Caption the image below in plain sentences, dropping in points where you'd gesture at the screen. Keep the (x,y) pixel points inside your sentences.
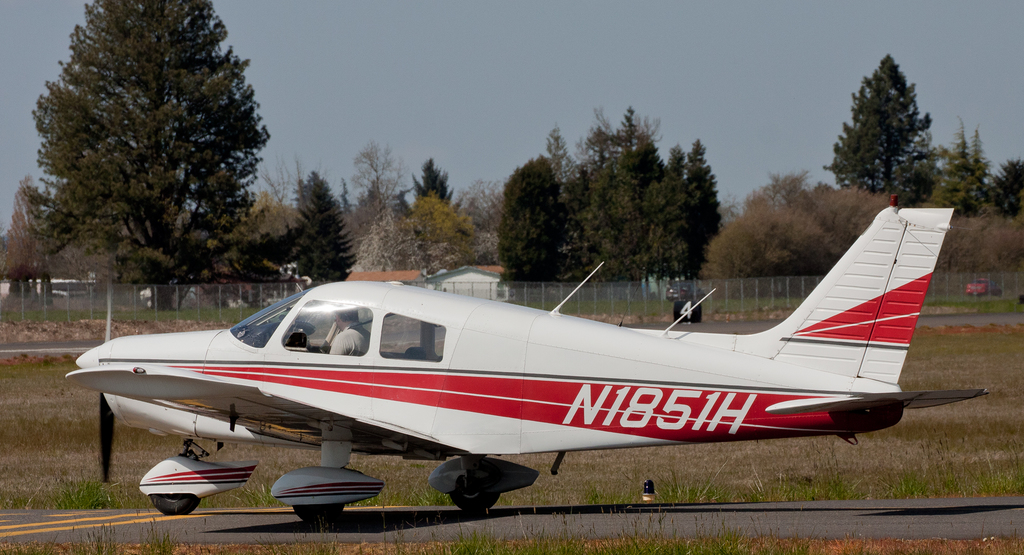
In the foreground (314,308) I can see an aircraft (607,414) on the road (577,535), grass (545,549), board (691,304) and fence (227,292). In the background (256,270) I can see trees (833,253), buildings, vehicles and the sky (553,35). This image is taken may be during a day.
